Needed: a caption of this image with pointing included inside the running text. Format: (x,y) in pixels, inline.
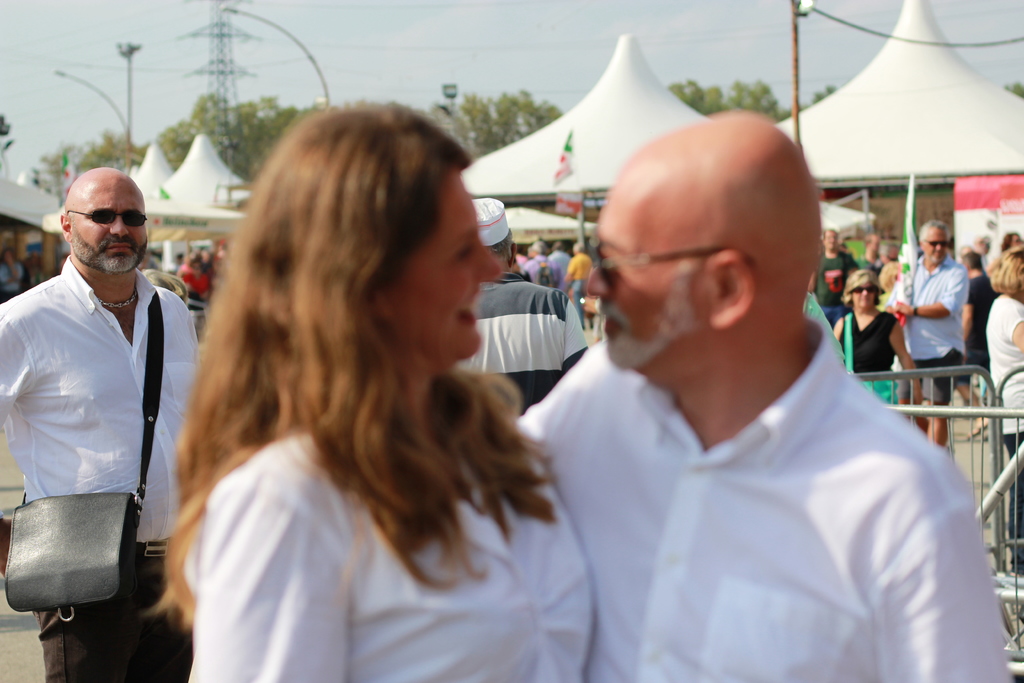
In the center of the image (459,241) there are two people (259,400) standing, wearing white color dress (200,674). In the background of the image (985,272) there are many people (543,244). There are trees (692,99).
